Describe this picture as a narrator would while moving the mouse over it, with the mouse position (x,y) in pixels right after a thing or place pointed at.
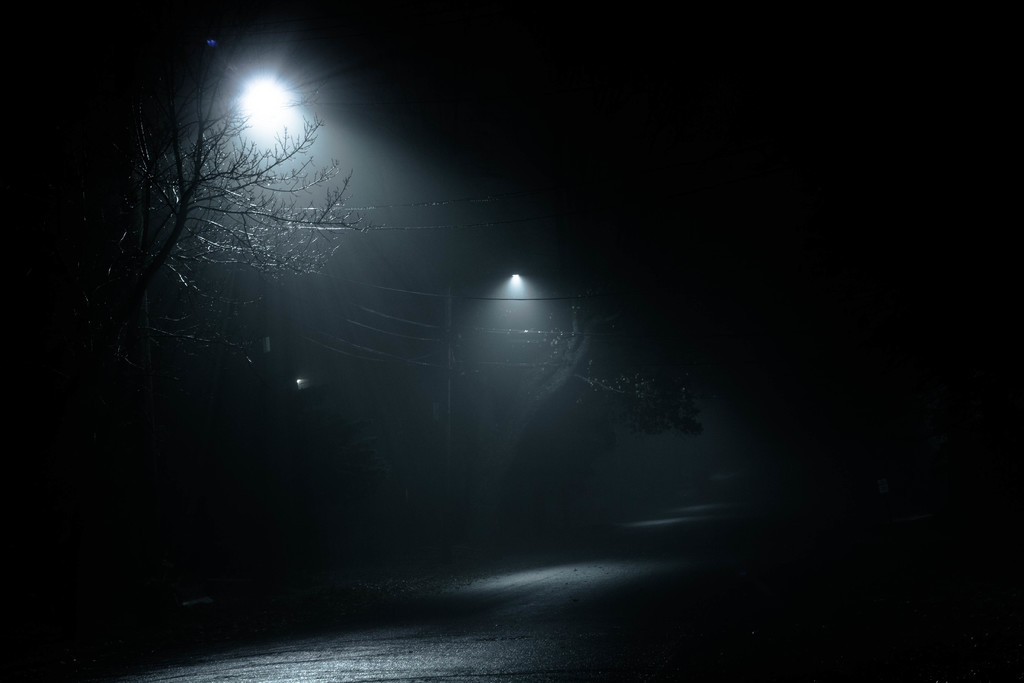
I see this image is dark and I see the lights (250,99) and I see a pole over here and I see the wires (481,297) and I see the trees (198,273).
